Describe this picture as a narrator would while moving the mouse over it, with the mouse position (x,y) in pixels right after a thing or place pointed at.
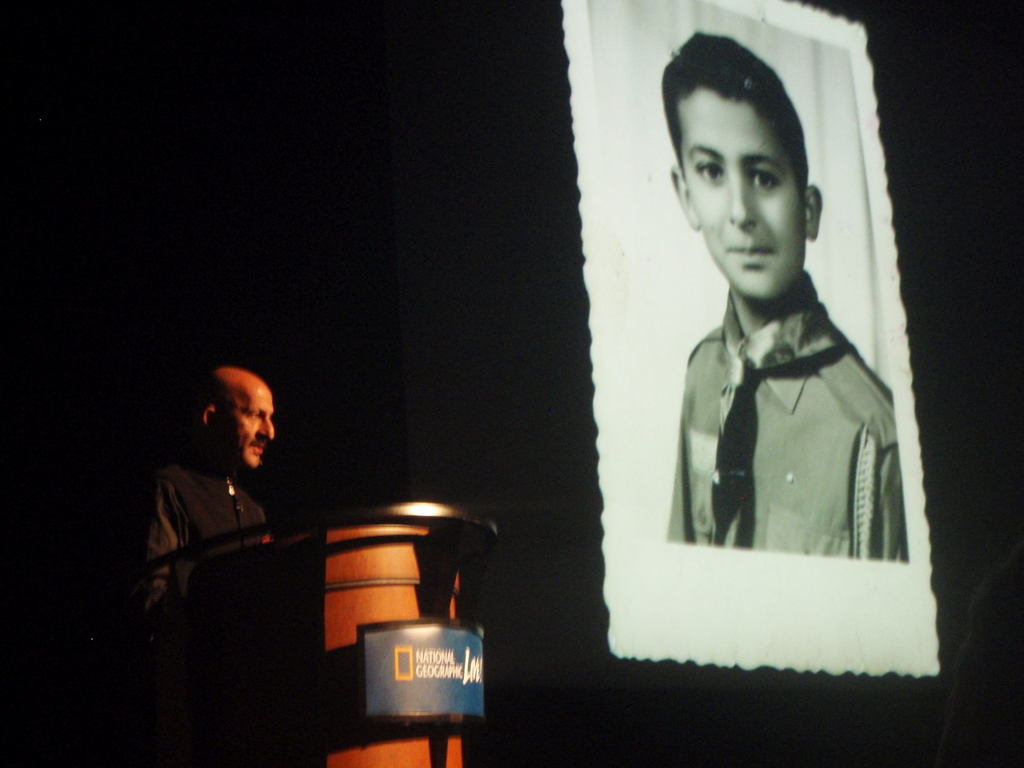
In this image I can see a person (217,510) standing in front of the podium (435,617) and the background (468,281) is very dark, on the right (724,477) I can see a boy image (752,347).
